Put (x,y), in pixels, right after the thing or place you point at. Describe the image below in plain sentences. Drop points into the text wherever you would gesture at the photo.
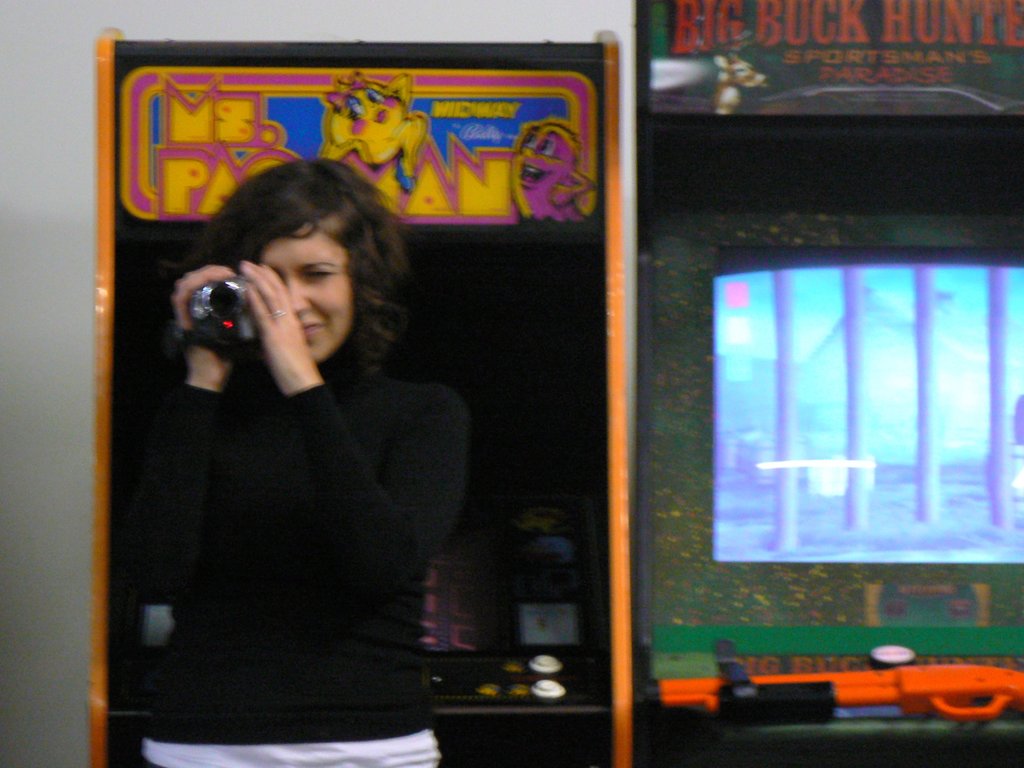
In this image we can see a lady (267,517) holding a camera (236,307). In the back (277,89) we can see displays (731,413) of video game. In the background (24,102) there is a wall (22,121).
